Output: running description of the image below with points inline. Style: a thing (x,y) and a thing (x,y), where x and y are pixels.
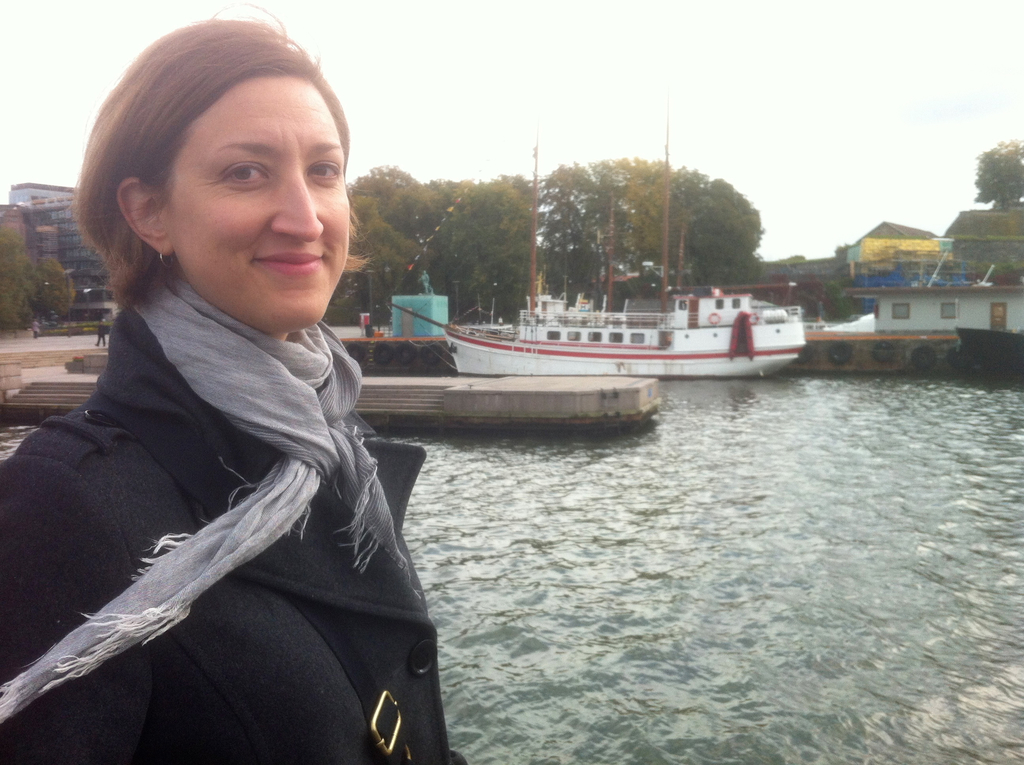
In this image I can see one person (395,531) is wearing black color dress (311,600). Back I can see few trees (677,253), buildings (883,328), boats (704,362), stairs (59,390), water (767,518) and few objects (422,303). The sky (518,137) is in white color.
